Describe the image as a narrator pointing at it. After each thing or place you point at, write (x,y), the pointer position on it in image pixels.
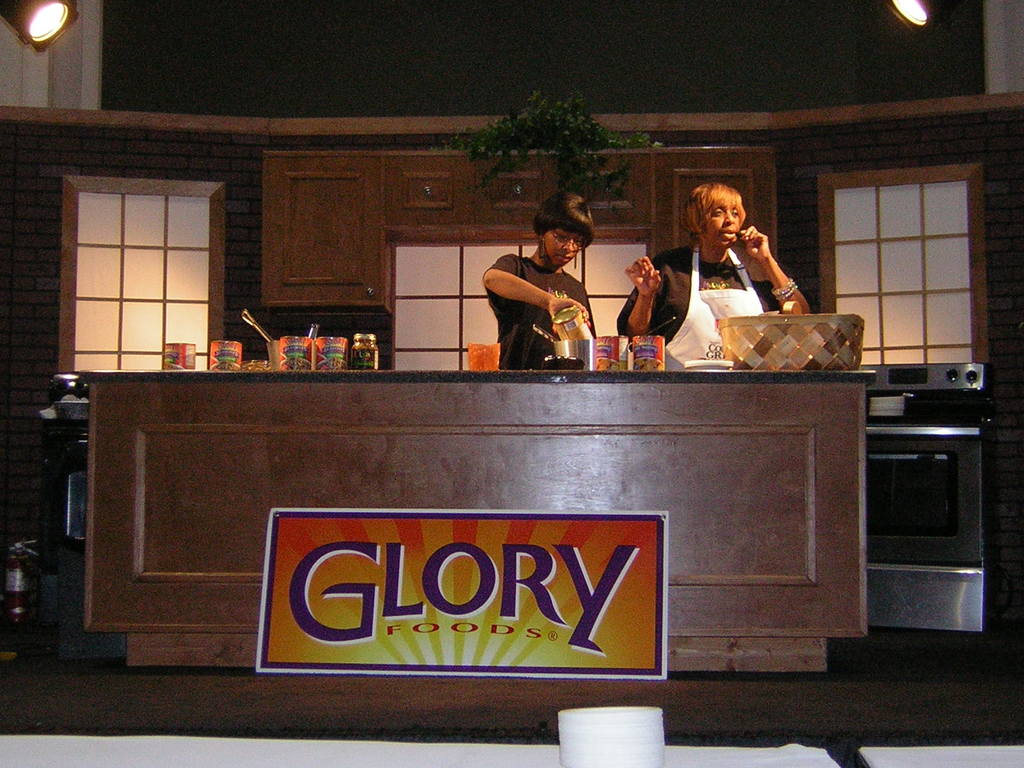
In this image we can see two persons (770,252) standing and holding the objects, in front (765,396) them, we can see a table (379,386), on the table (410,387), we can see some tins (333,341), jar (376,355) and some other objects (772,348), in the background (399,278), we can see windows (867,245) and lights (55,42), also we can see some machines (949,487) on the floor (572,681) and there is a poster (508,621) with some text (501,605) on it.
